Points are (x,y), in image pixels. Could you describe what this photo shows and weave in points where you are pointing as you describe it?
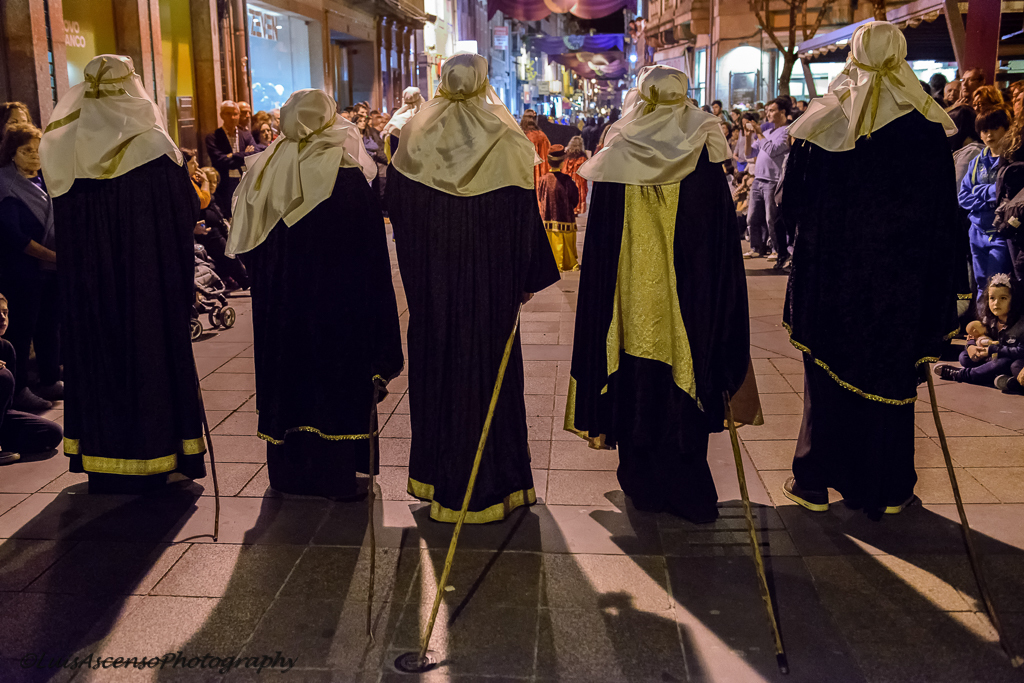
There are five people (352,217) standing in a black and golden dress (501,393) and a carrying a stick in their hands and there are some people (737,154) standing at the back (937,98) and taking a pictures.
